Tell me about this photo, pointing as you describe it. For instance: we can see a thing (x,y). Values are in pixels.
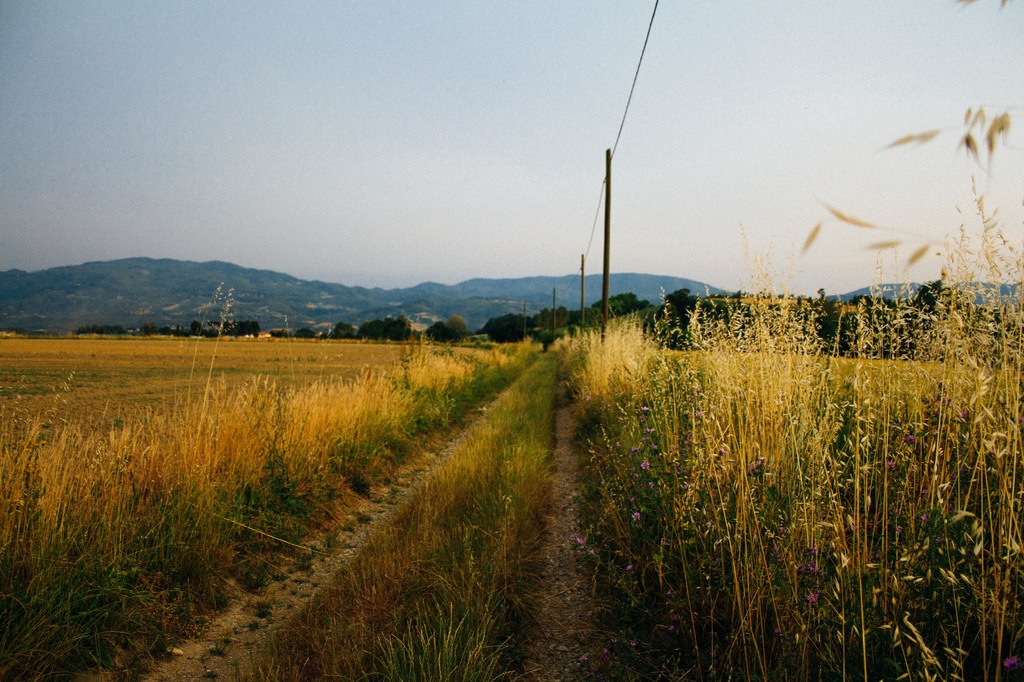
In this image I can see an open grass ground (460,459) and on it I can see bushes (1008,515). In the background (542,317) I can see few poles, number of trees (542,317), mountains (43,311) and the sky (364,110).
